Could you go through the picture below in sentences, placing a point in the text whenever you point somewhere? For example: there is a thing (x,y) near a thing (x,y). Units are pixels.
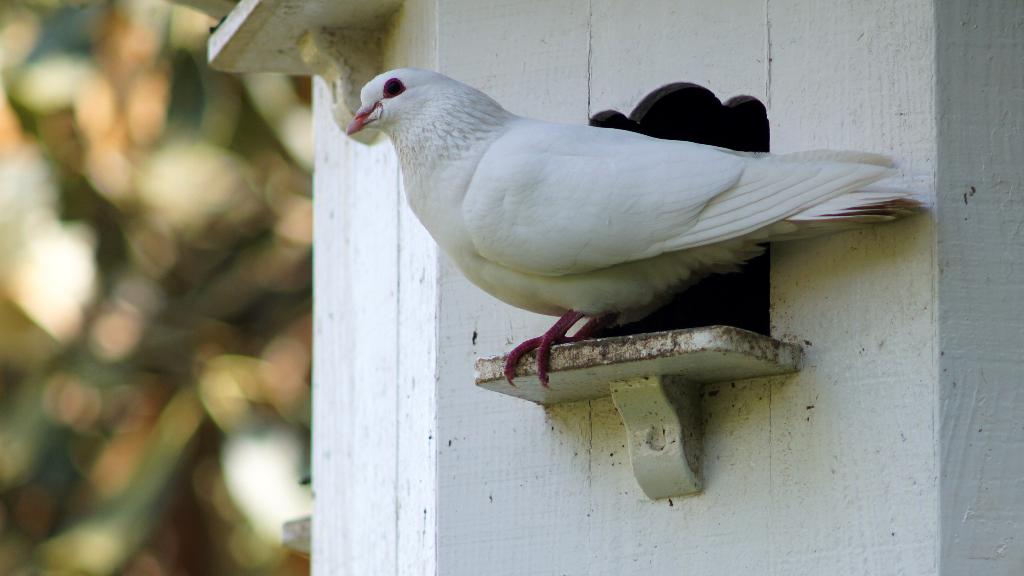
In this image we can see a pigeon (632,269) on a birdhouse (620,349). In the background (266,262) it is blur.
